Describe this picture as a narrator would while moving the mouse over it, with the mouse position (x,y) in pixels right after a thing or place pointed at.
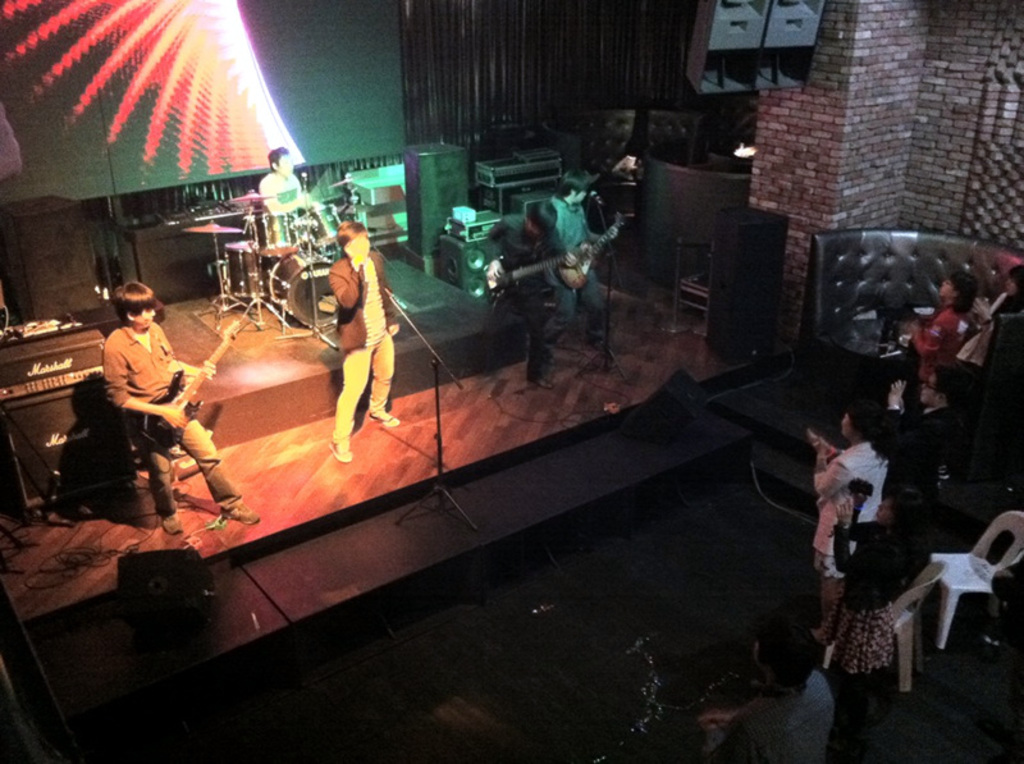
In this image I can see number of people (755,718) are standing. I can see few of them are holding guitars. I can also see few chairs (941,639), few speakers (714,29) and in background (128,47) I can see a screen (388,108). I can also see a drum set (284,212) over there.
